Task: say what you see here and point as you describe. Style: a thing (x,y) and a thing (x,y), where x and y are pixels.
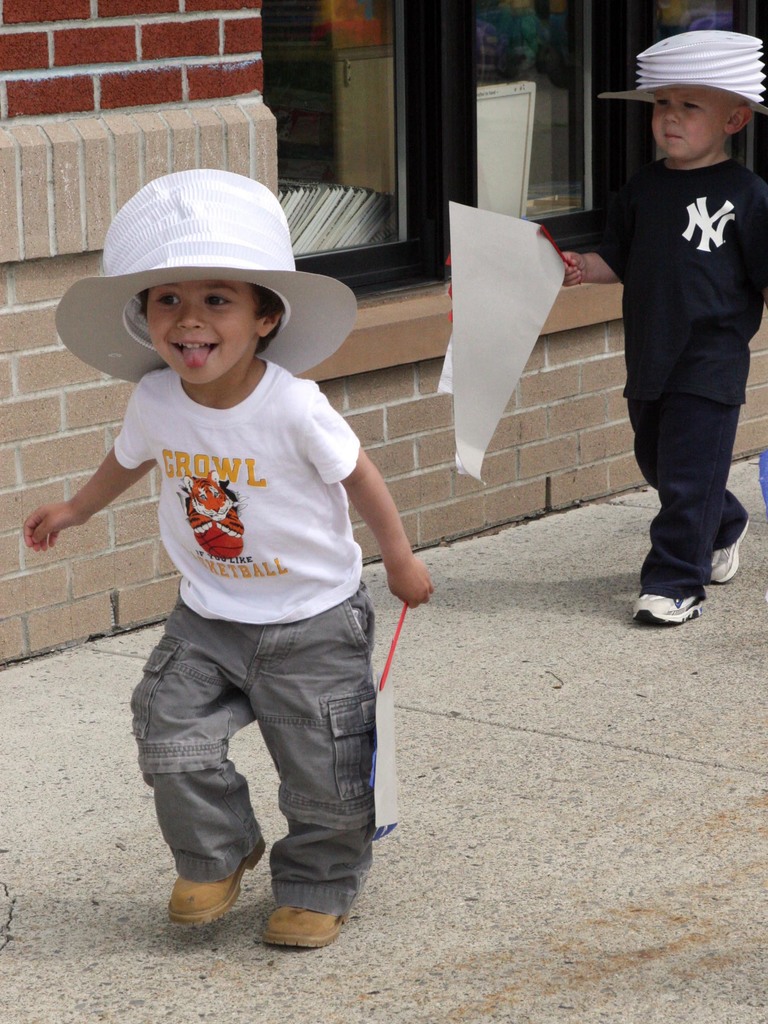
In the image we can see there are two children's (376,517), wearing clothes (240,542), cap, hat (175,199) and shoes (728,556). They are holding an object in their hand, this is a footpath (430,806) and a window (378,32).
